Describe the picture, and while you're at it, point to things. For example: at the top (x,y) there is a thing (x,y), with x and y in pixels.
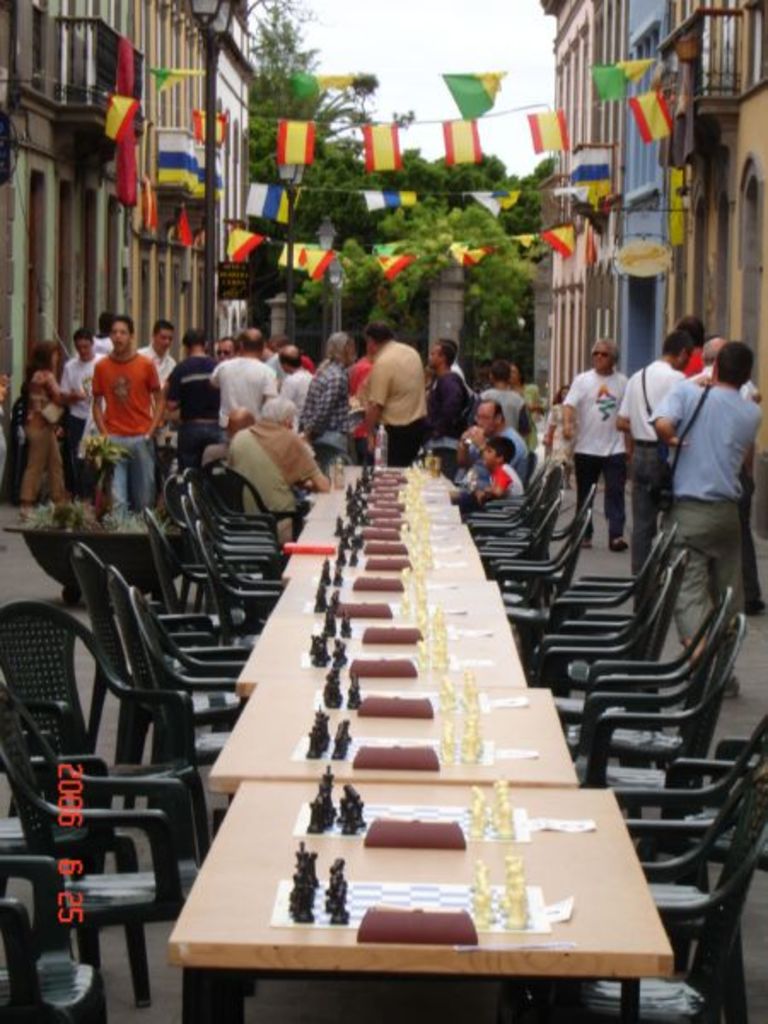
In this image I can see outside view of a city (40,183) and there is a table (213,864) on the middle (442,677) and there are some chairs (603,699) kept on the middle (265,534), on the table (439,794) there are some chess boards (305,822) kept, on the right side (620,451) and left side (43,420) there are the person (218,353) standing and there is a building (723,202) visible on the right (760,155) and left side (50,188) and there is a sky (408,72) and there are some trees (338,190) visible on the middle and there are some flags (401,268) visible and there are hanging across the street (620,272).
